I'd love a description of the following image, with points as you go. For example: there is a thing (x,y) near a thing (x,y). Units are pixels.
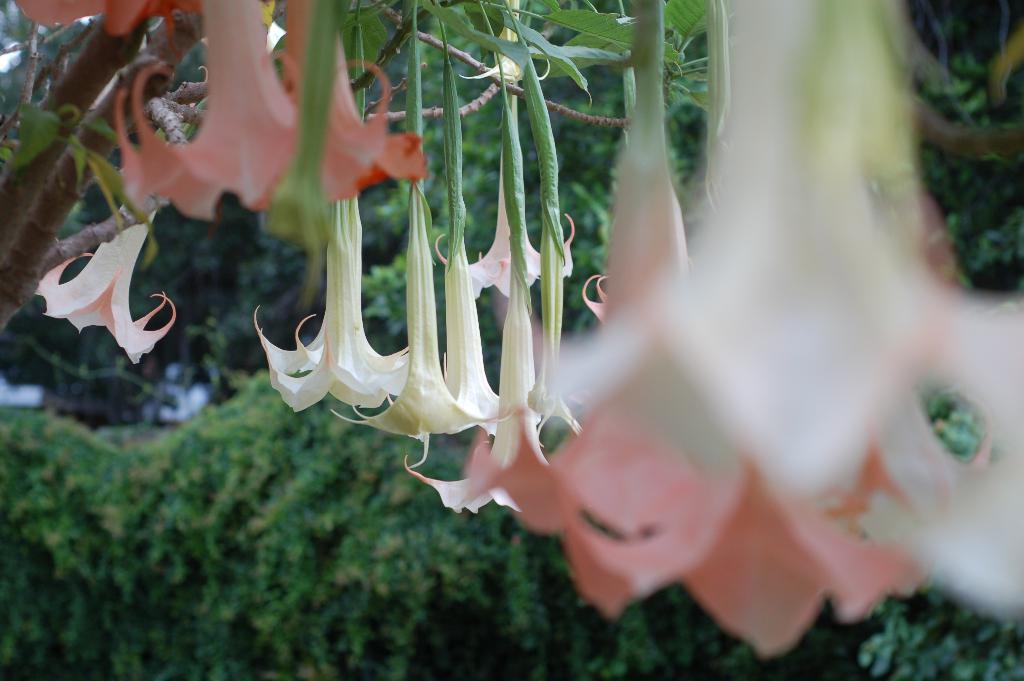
In the foreground of this image (581,300), there are flowers (542,268) up side down hanging to the tree (75,152) and in the background (245,551), there is greenery (245,551).
